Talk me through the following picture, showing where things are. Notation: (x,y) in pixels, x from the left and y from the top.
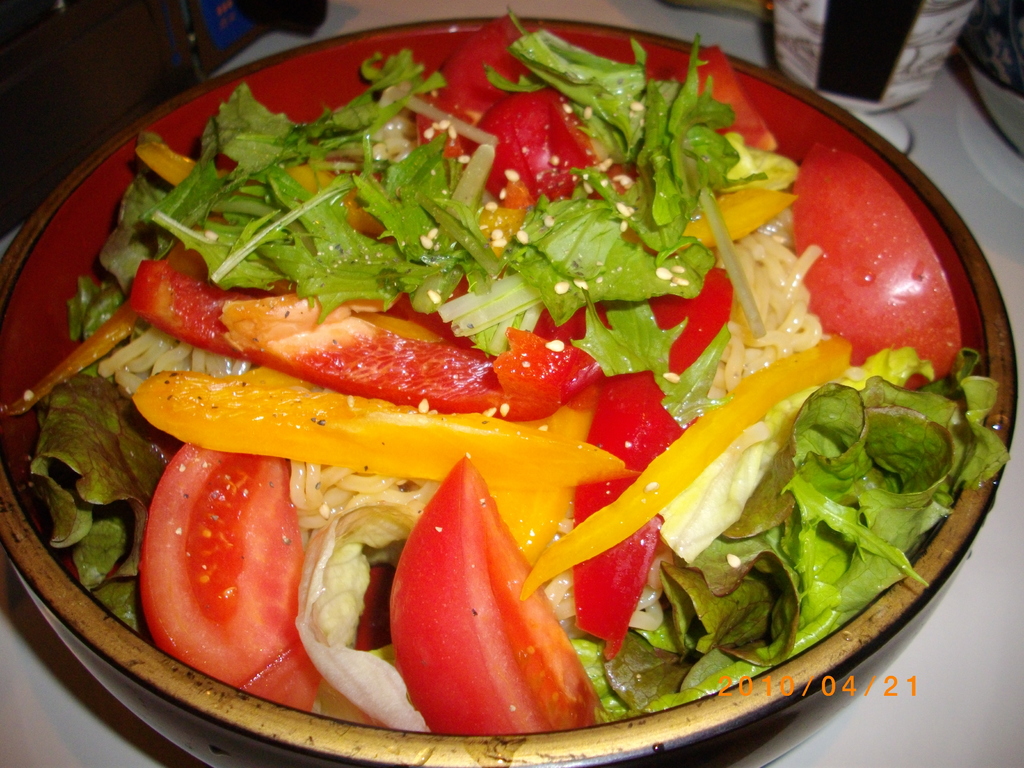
In this picture I can see a food item (419,468) in a bowl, on an object (909,721), and in the background (873,29) there are some items (835,77) and there is a watermark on the image.
